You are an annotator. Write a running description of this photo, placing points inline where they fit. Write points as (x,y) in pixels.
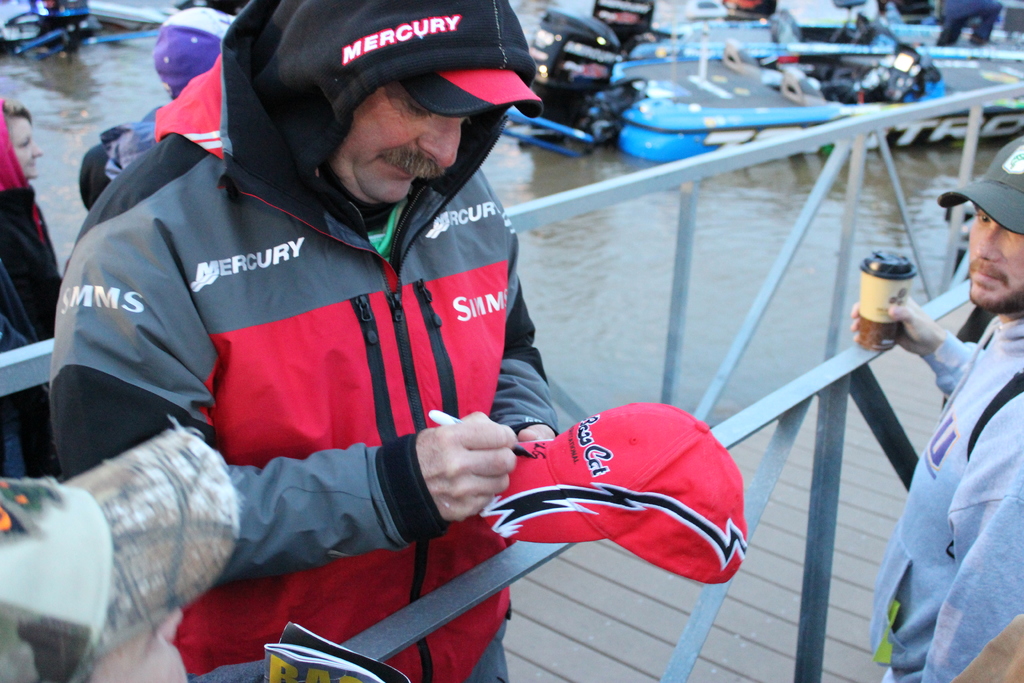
There are people (380,231), this man (458,407) holding a pen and writing on a cap (547,485). We can see fence (784,274). In the background (610,72) we can see boats (662,102) above the water (605,160).
